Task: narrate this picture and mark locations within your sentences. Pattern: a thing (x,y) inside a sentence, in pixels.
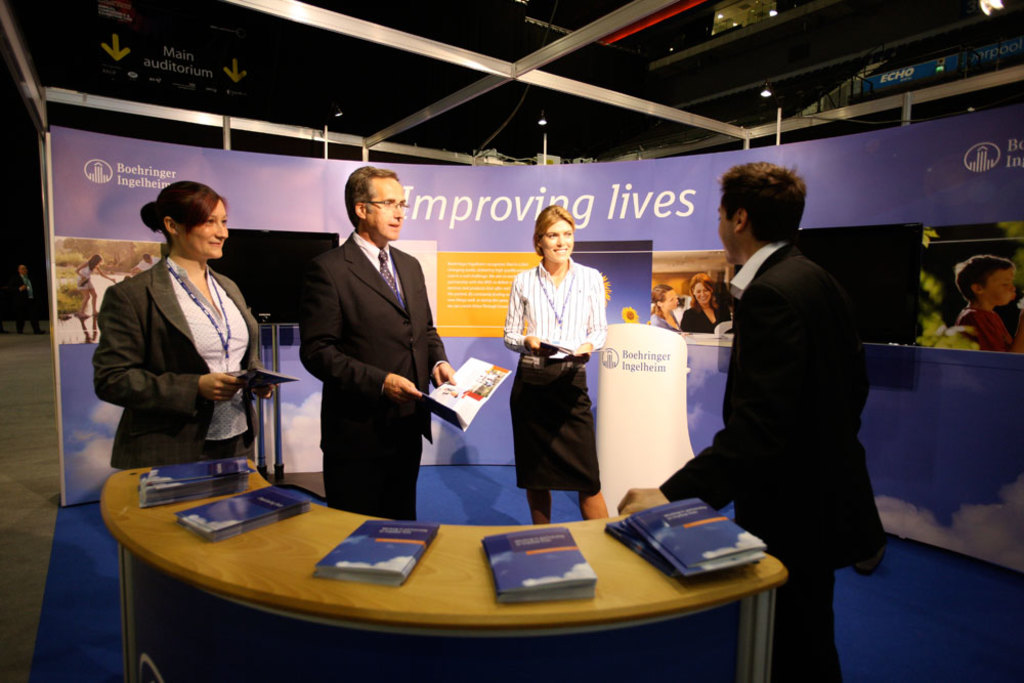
In the image there are two men (764,512) suits (386,364) and two women (556,394) in skirts (540,477) standing and holding books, in the front (339,515) there is table (225,573) with books (248,473) on it, in the back (999,263) there is a banner (314,187).
